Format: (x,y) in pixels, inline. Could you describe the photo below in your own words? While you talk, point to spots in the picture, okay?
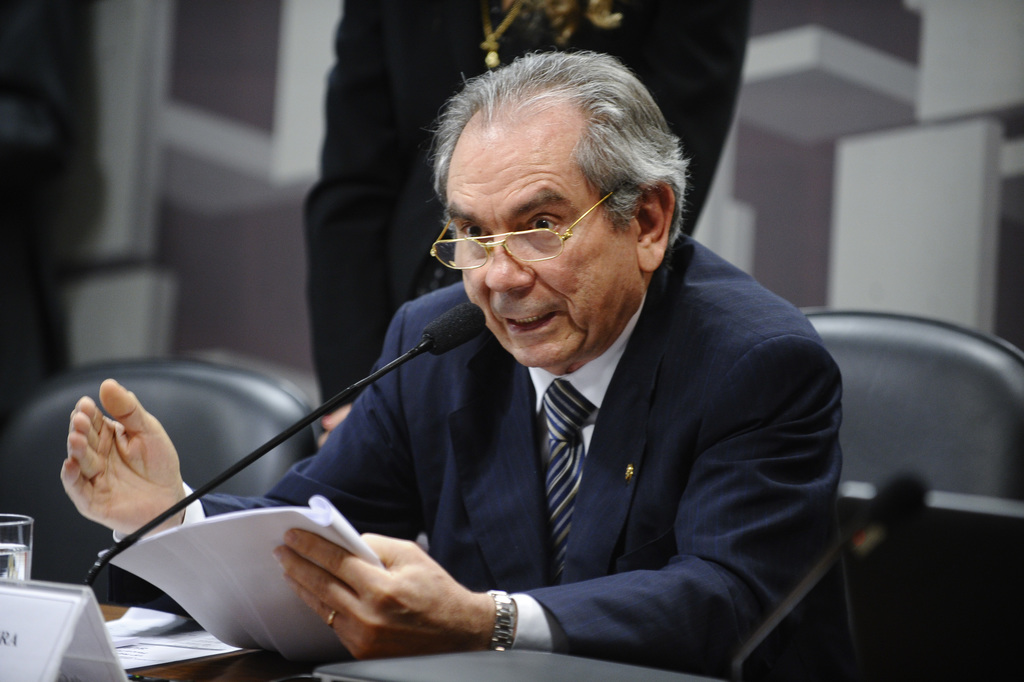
In the center of the image (505,260) there is a person (439,394) sitting at the desk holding a book (262,601). On bottom left corner (295,659) there is a table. On the table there is a glass (28,563), laptop (441,670) and some papers (114,639). In the background (143,377) there are chairs (863,368), person (345,72) and wall (233,141).
